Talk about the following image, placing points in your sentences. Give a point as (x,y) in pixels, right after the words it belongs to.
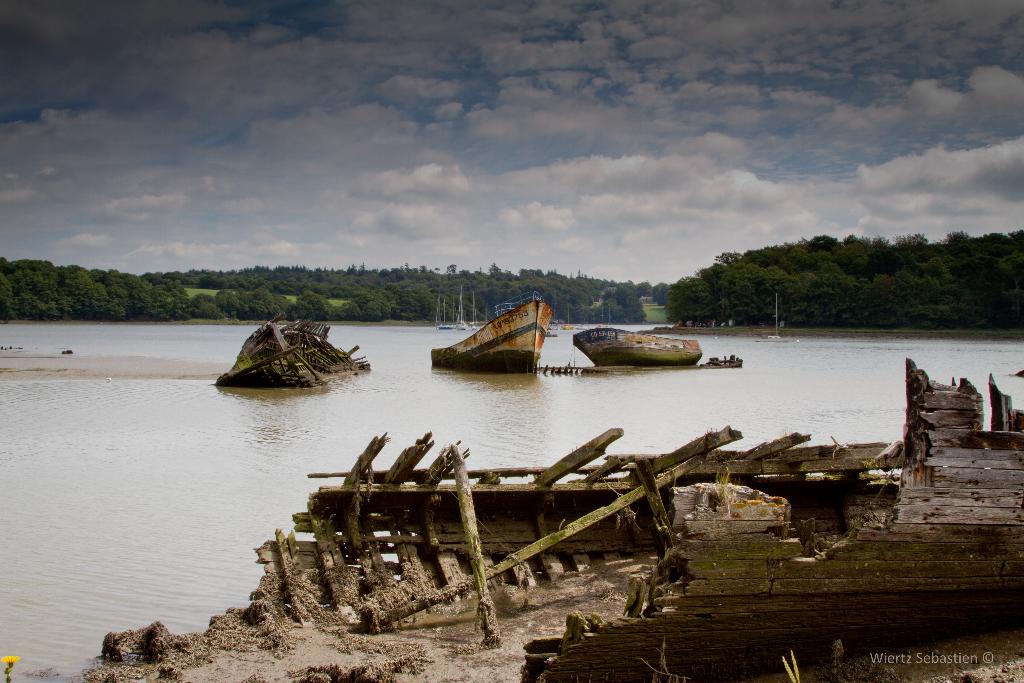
In this picture I can see a wooden thing (449,570) in front (439,499) and in the middle of this picture (431,396) I see the water (427,335) on which there are 3 boats (465,340). In the background (425,320) I see the trees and the sky (543,93). On the right bottom corner of this image (877,657) I see the watermark (944,654).
